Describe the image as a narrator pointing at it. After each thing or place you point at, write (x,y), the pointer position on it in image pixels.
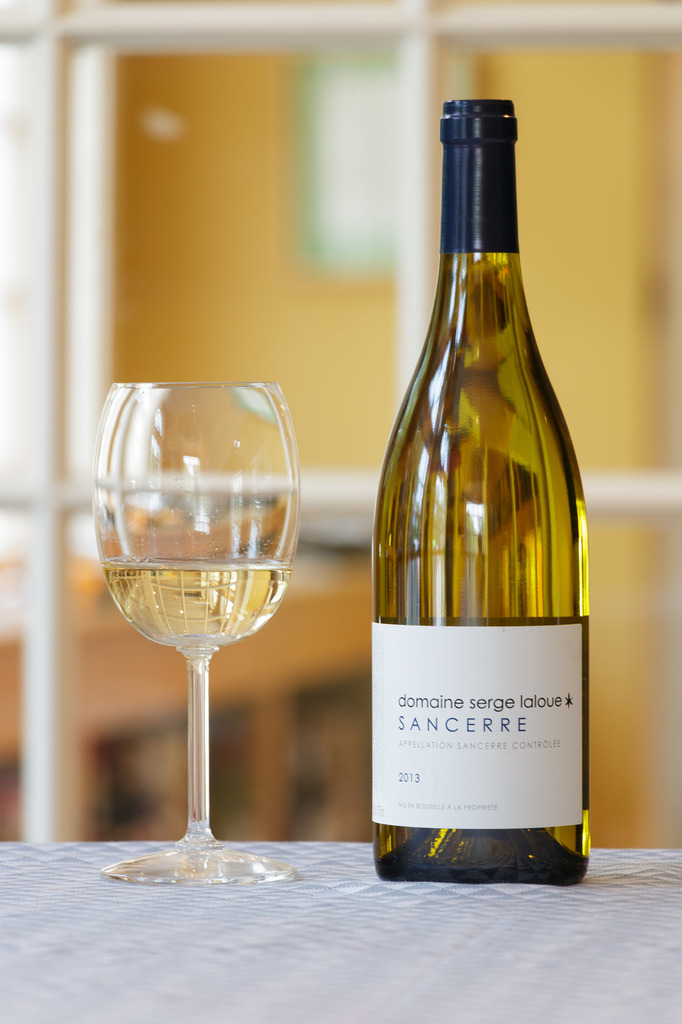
this picture shows a wine bottle (482,146) and a glass (253,420) on the table (676,1017).
